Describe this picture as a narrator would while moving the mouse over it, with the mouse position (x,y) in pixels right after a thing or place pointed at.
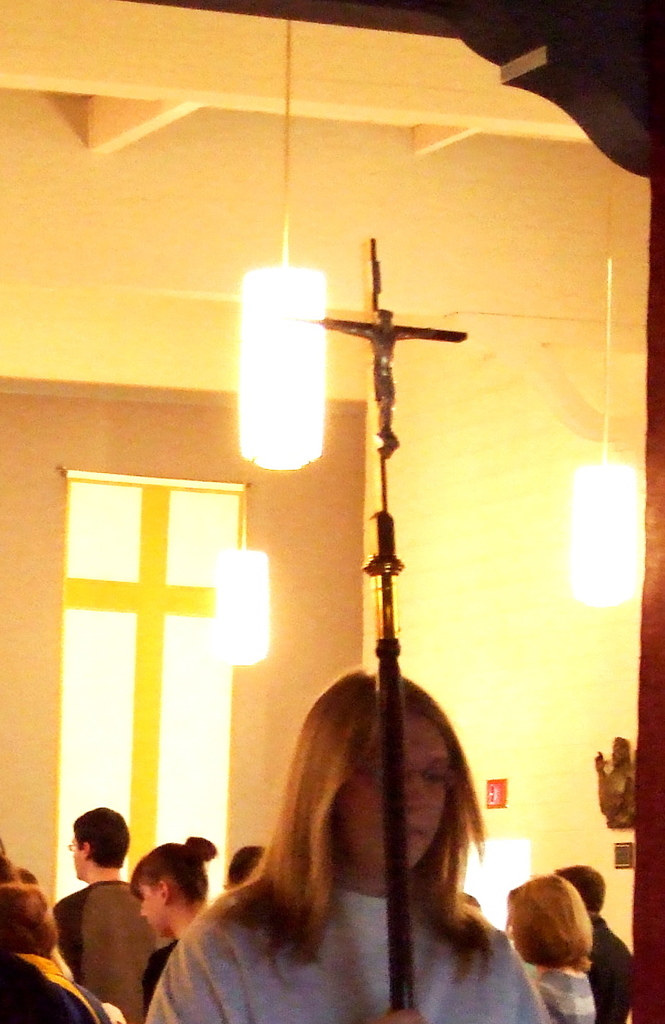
In this image in the foreground (368,771) a woman (368,814) holding a pole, on which cross (384,341) is attached, in the background (394,354) there is the wall (142,335) and in front of the wall (81,406) there is a banner (197,708), there are some lights (296,425) are hanging from the ceiling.
